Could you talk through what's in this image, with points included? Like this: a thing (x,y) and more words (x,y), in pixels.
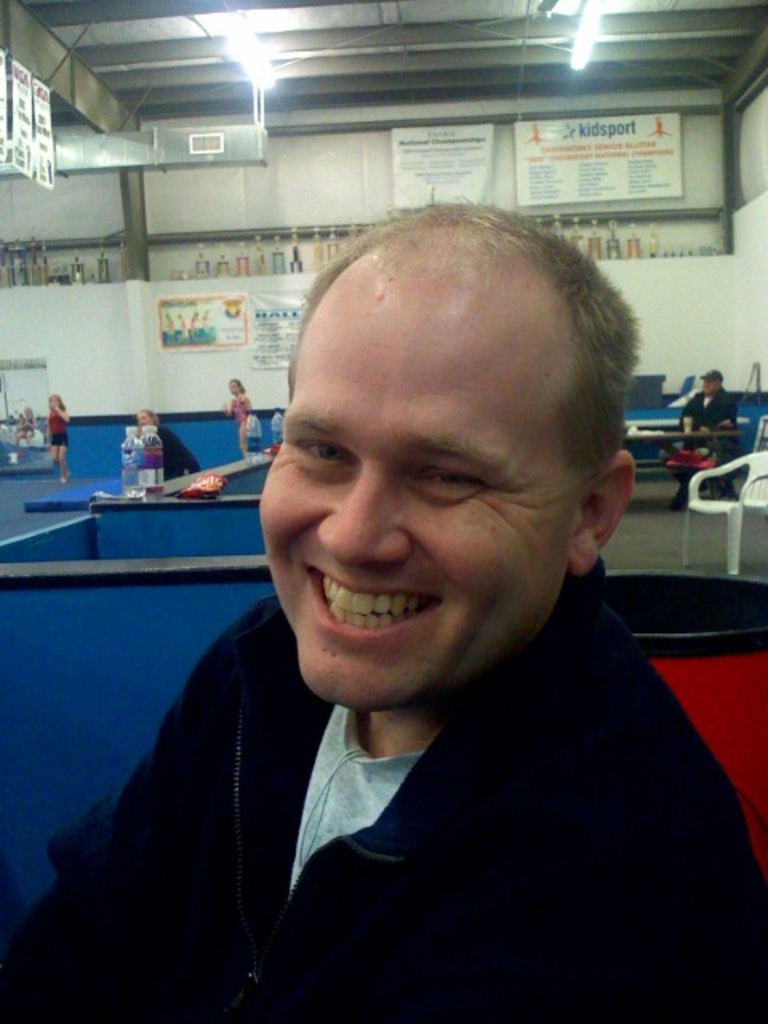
This picture shows a man (343,780) seated and we see a smile (377,602) on his face (371,594) and we see few people (231,403) standing and another man (719,391) seated on the chair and he wore a cap (714,369) on his head (712,383) and a glass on the table (691,436) and a chair (747,457) on the side and we see few boards (540,146) on the wall (311,264) and ornaments (31,250) on the shelf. We see couple of posters (171,339) on the wall (196,376).
